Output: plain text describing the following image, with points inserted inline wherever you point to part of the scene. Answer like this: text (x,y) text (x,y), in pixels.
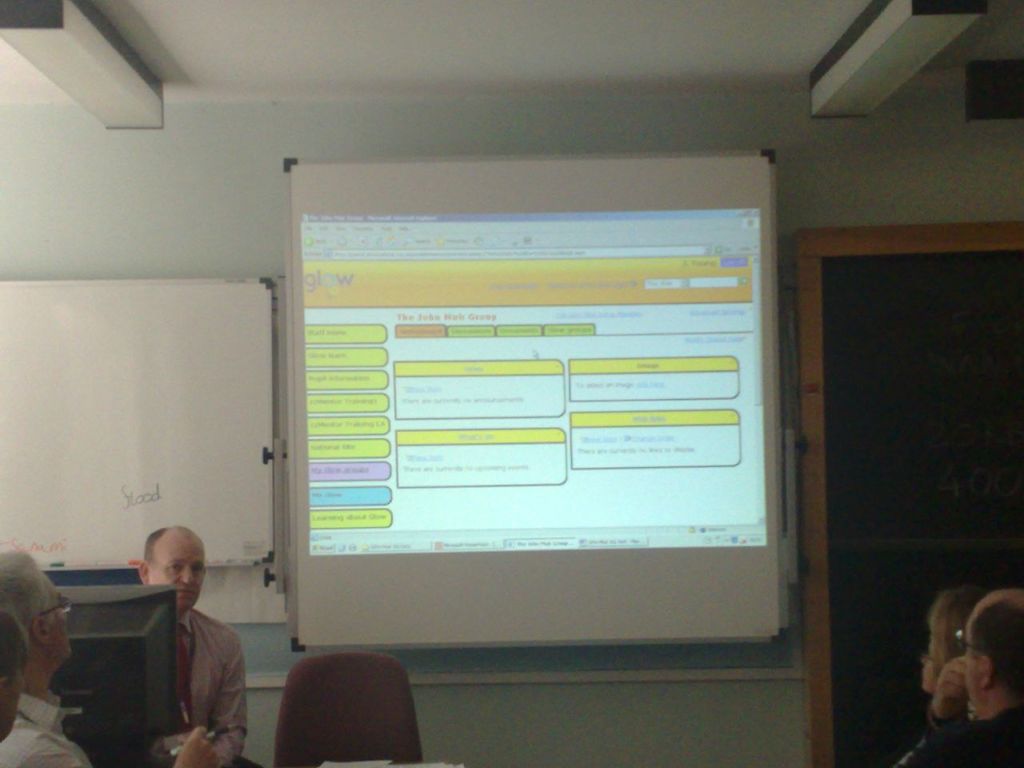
In this image, we can see people (172,537) and are sitting on the chairs (351,745) and some are wearing glasses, one of them is holding a marker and we can see a monitor (126,620). In the background (454,376), there are boards (212,347) and a screen (346,342) are on the wall (530,682) and there is some text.
